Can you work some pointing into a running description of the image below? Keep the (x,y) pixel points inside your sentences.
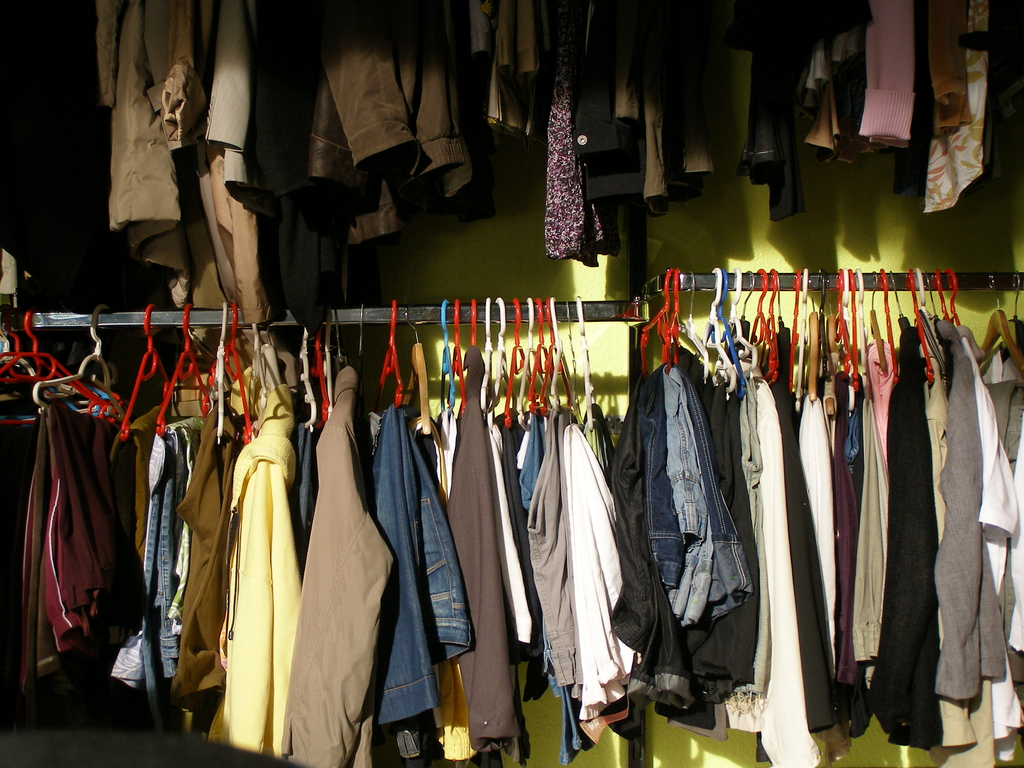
In this picture there are different types of dresses (532,459) hanging to the rod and there are red, white, blue and wooden hangers (426,412) hanging to the rod (449,323). At the back (529,294) there is a wall (491,267).
